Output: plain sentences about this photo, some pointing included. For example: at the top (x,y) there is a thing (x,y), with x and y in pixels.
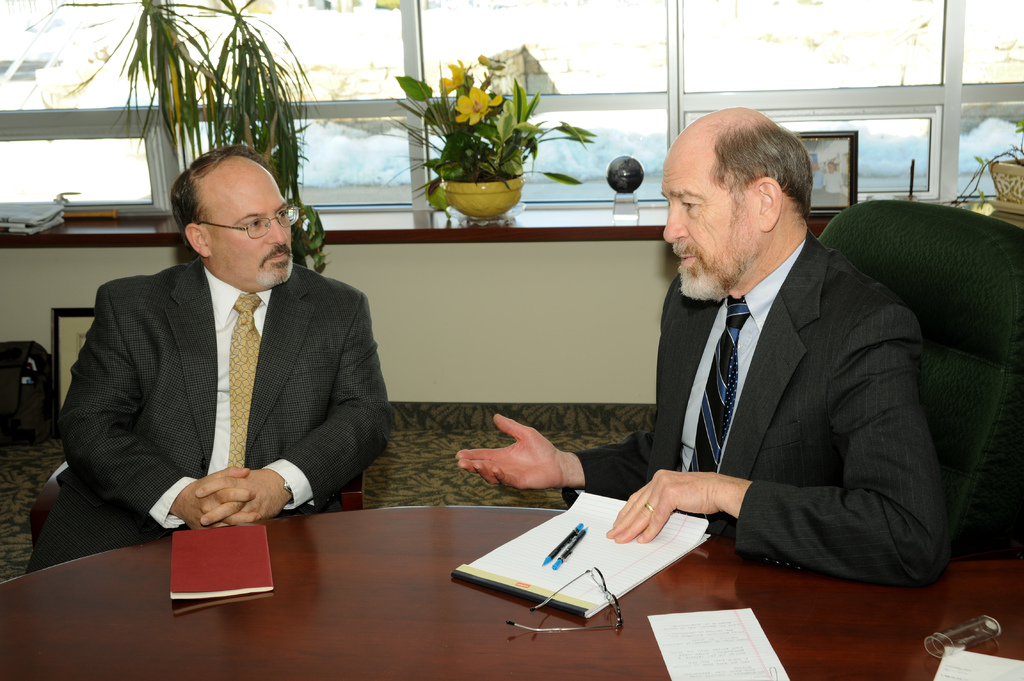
In the image there are two men (236,366) in black suits (264,392) sitting in front of table (646,672) with books (601,541), pens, paper (690,657) on it and behind them there are plants (454,148) and flower vase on the wall (553,241) in front of the glass window (601,74).
